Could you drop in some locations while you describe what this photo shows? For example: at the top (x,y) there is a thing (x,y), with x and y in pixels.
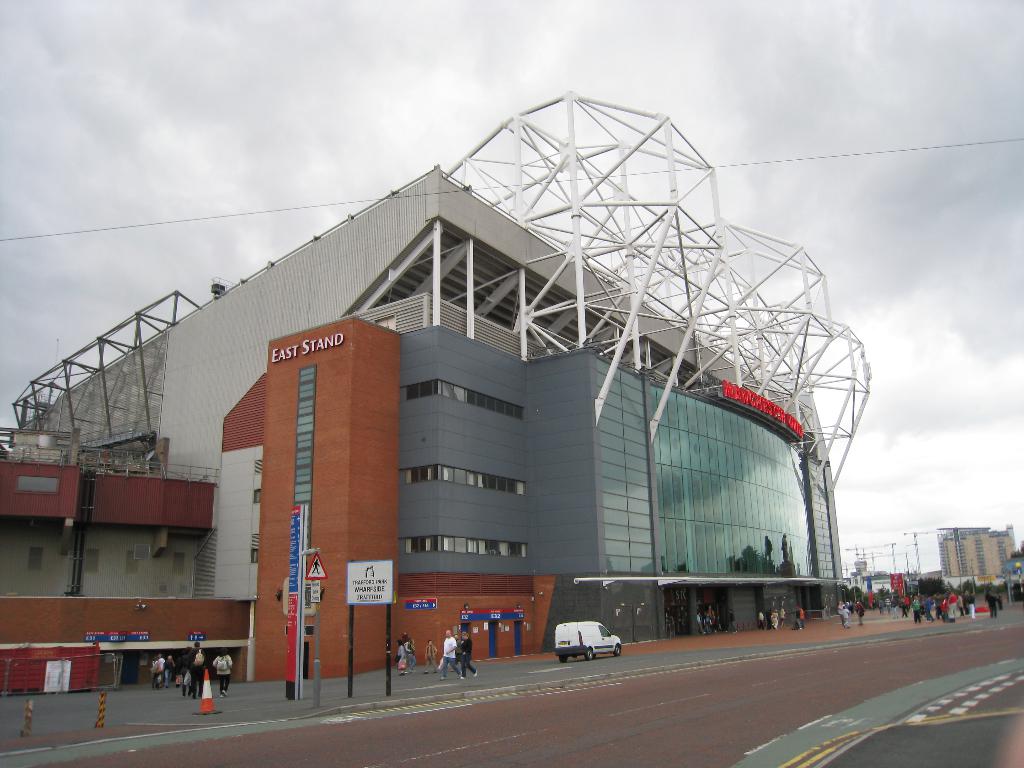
This picture is clicked outside the city. At the bottom (773,698), we see the road (840,710). On the left side (177,674), we see the people (225,678) are walking on the road (241,708) and we see a white vehicle (560,631) is moving on the road (79,717). In this picture, we see a board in white color with some text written on it. On the right side (948,599), we see the people (938,606) are standing. In the middle (473,263), we see a building (398,518). We see some text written on the building (336,551) as "EAST STAND". There are trees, buildings (975,565) and electric poles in the background (983,551). At the top (592,139), we see the sky (930,315) and the clouds (926,355).
